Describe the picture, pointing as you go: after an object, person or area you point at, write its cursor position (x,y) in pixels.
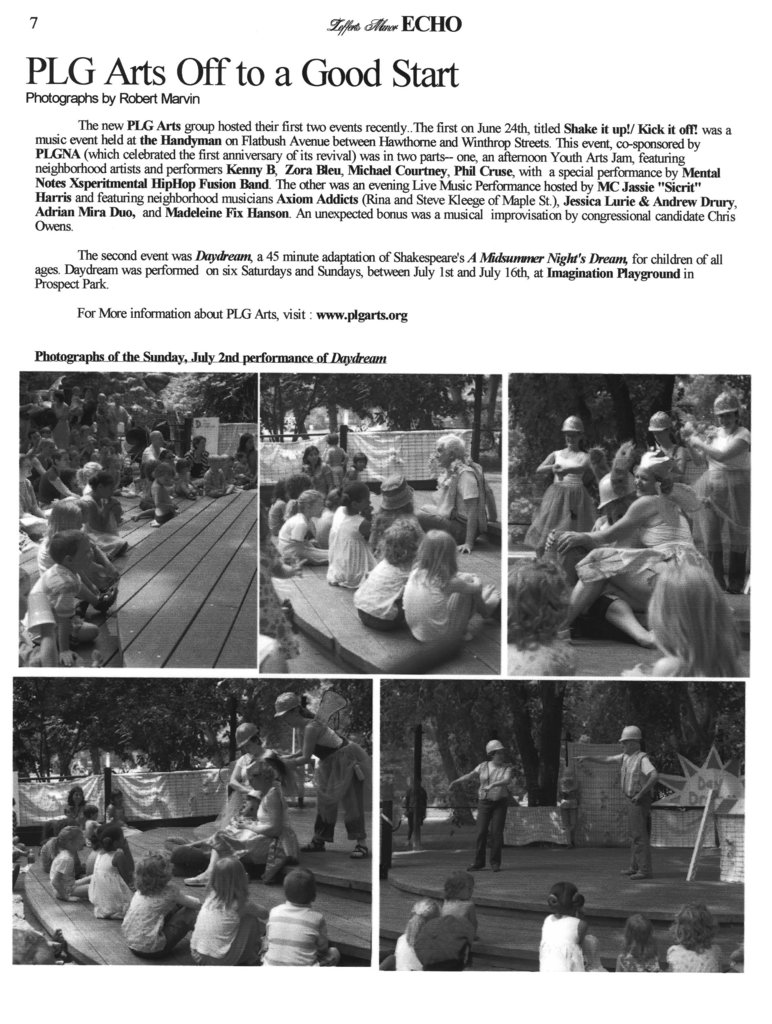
This is a paper (334,159) and here we can see some text (453,167) and there are black and white image (320,721), in those images (389,699), we can see people (338,503) standing and sitting and there are trees (469,746), fences (215,791) and we can see some poles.
